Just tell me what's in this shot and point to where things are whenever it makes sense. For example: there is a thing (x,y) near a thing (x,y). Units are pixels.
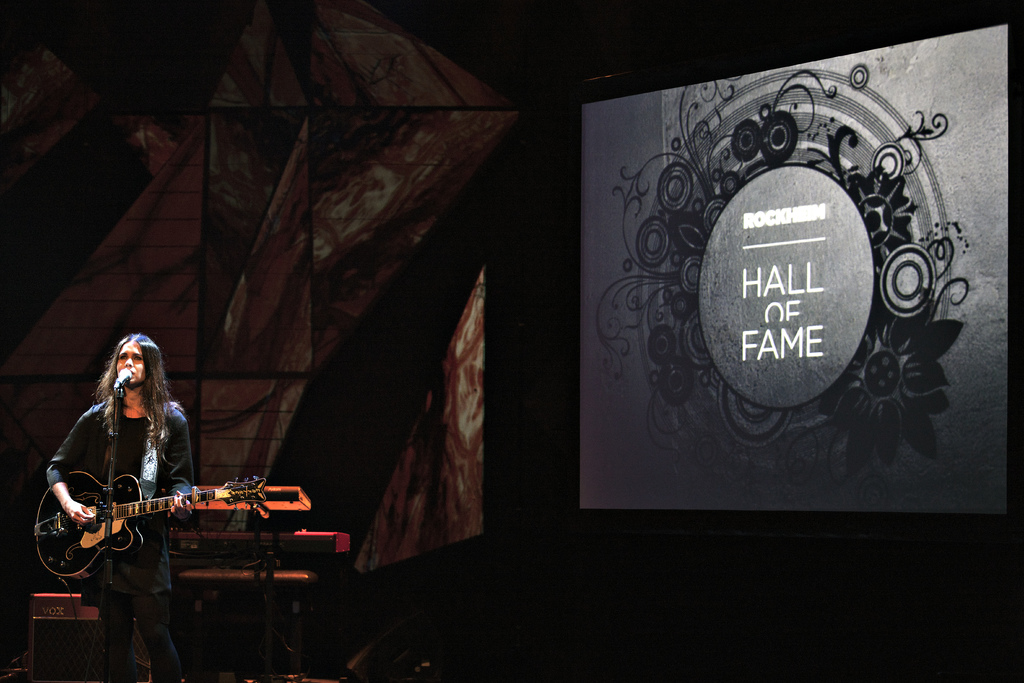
In this image I can see a woman (128,429) is standing and holding a guitar (256,495). I can also see a mic (120,382) in front of her. In the background (850,54) I can see a screen (833,378) where HALL OF FAME is written.
